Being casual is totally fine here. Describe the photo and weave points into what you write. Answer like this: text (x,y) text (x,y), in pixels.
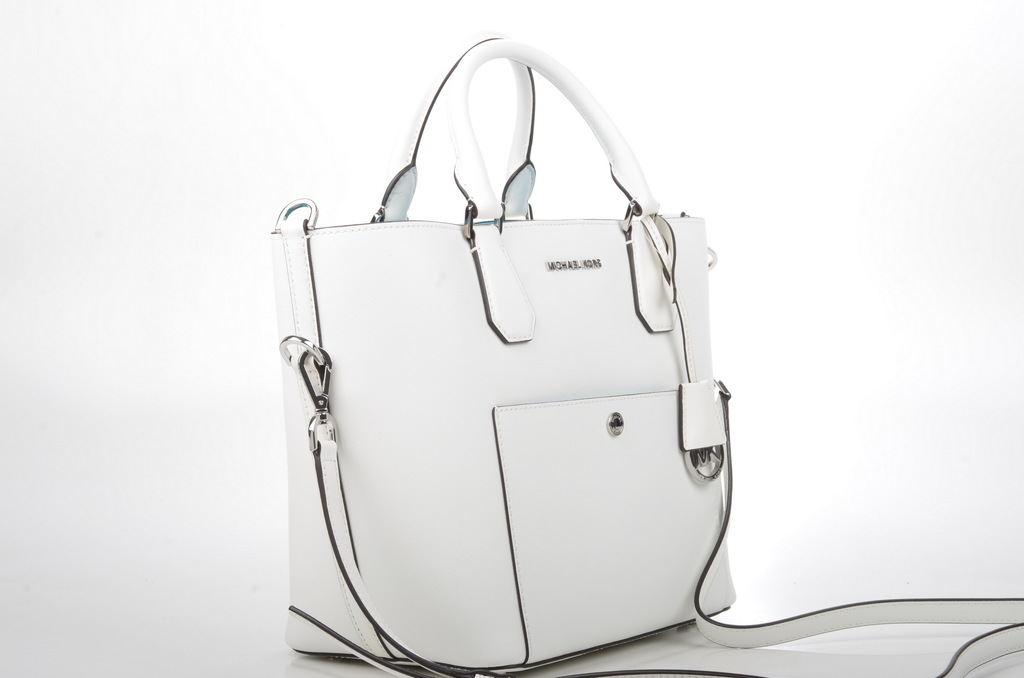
In the image there is a white handbag (576,383) on white floor (726,656) and even the background (70,259) is white in color.
